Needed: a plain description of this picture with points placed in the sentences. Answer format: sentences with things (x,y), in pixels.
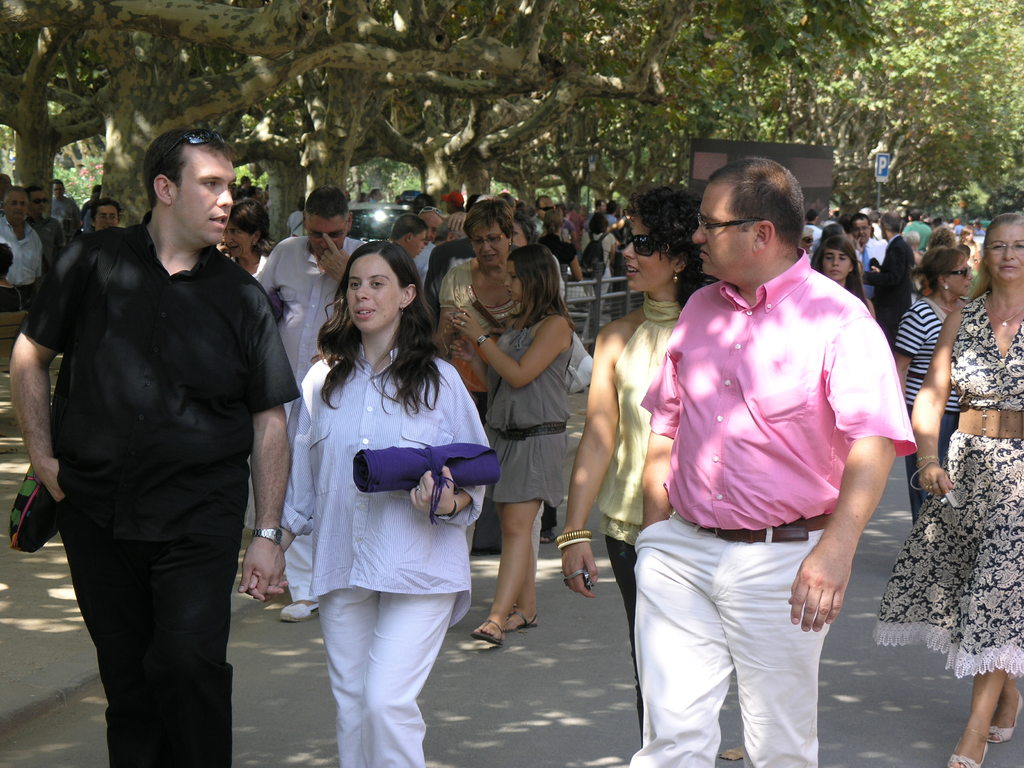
In this picture I can see few people (526,351) walking and few people (26,224) are standing and I can see trees (550,68) and a sign board (878,177) to the pole (880,196) and I can see a woman (427,497) holding a cloth roll (485,463) in her hand (443,473) and few of them wore spectacles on their faces (737,248).
